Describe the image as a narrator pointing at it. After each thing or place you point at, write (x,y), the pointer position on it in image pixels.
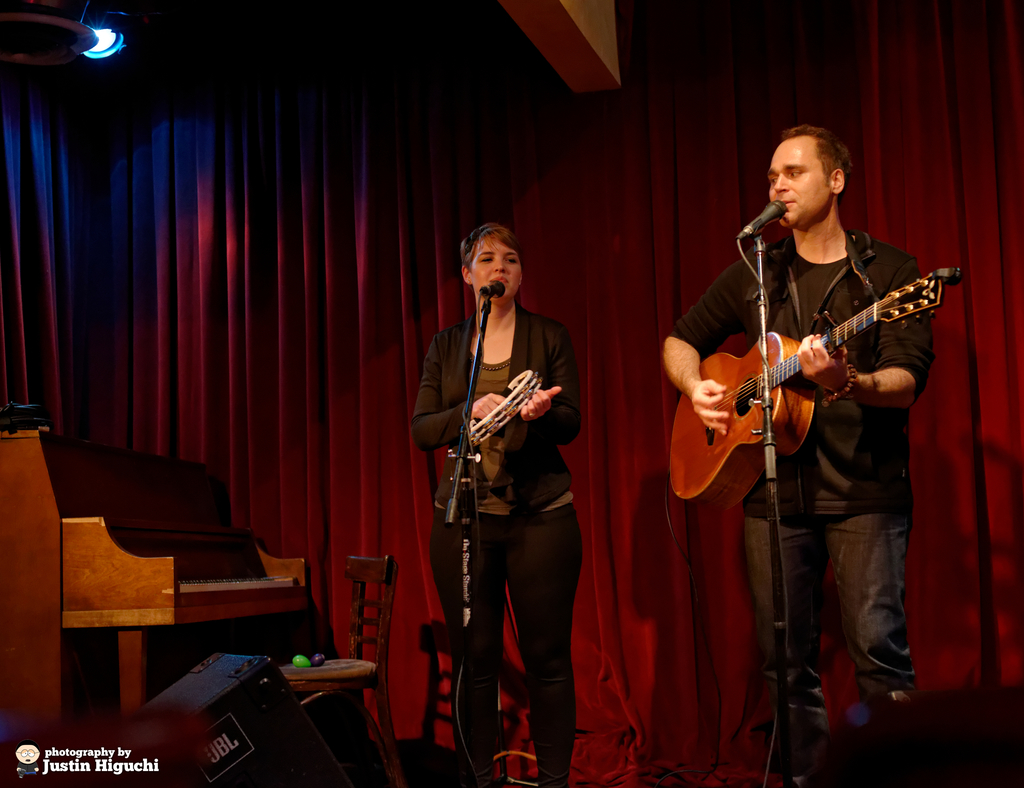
This picture is clicked in a musical concert. On the right of this picture (882,679), we see man (848,411) wearing black shirt (836,455) is holding a guitar (870,308) in his hands (710,410) and playing it and he is even singing on microphone (775,213). Woman (499,393) in the middle (536,379), is holding some musical instruments (521,393) in her hand (482,413) and playing it. She is also singing on microphone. Behind them, we see a curtain (660,145) is red in color and beside her, we see a table (166,592) on which musical instrument (222,583) like keyboard (206,596) is placed. We even see a chair (355,644) beside her.
